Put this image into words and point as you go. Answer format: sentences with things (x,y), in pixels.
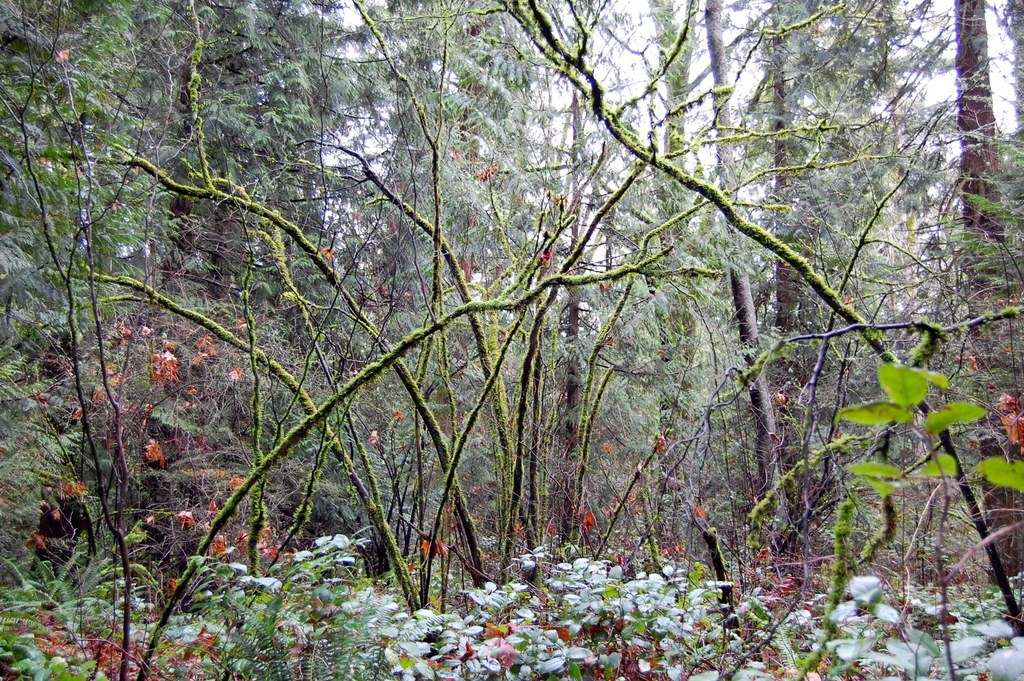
In this image we can see trees (1008,279) and plants (722,608).
